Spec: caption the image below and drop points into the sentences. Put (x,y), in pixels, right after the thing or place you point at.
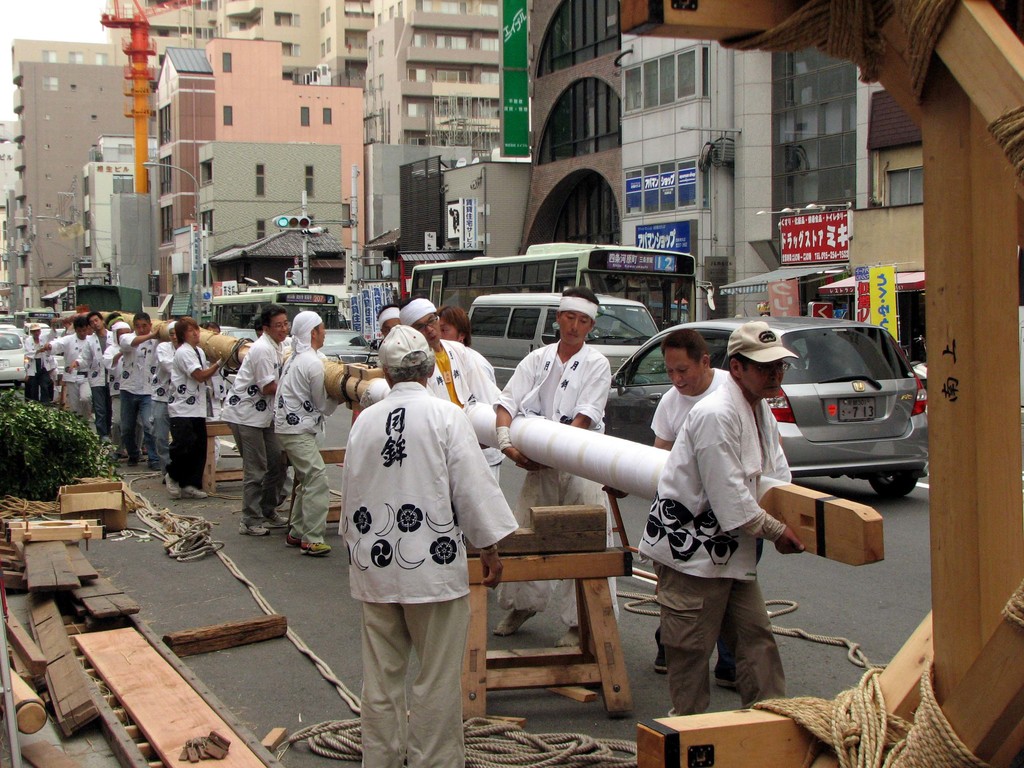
In this image we can see a group of people (409,304) standing on the road (812,480) holding a wooden pole (857,538). We can also see some plants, some wooden pieces (191,697), ropes (530,753) and the tables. On the backside (820,421) we can see a group of vehicles (806,426) on the road (639,520), the traffic signal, the sign boards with some text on them, a metal frame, a group of buildings (139,222) with windows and the sky (65,31).
